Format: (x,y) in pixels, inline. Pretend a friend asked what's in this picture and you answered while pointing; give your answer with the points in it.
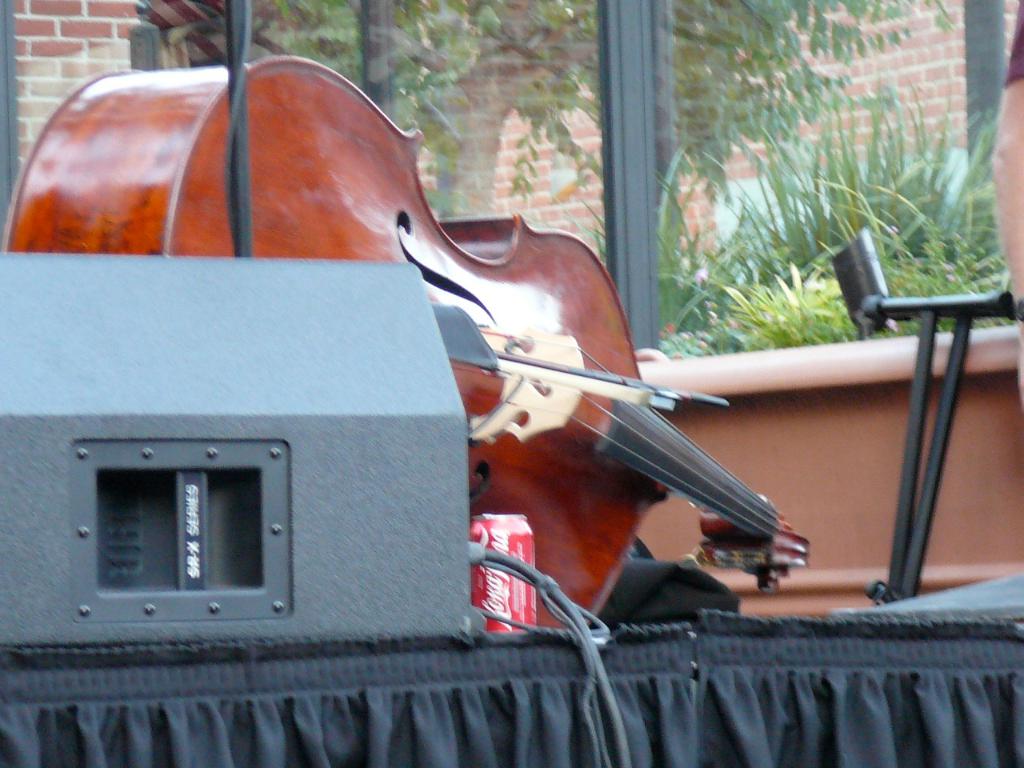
In this image there is a string instrument (570,425). On the table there is an electronic device (436,579), can (494,583). In the right (1009,140) a person's hand (1009,160) is visible. In the background (579,78) there is glass wall (687,174), trees (701,174), plants (672,208) and building (507,139) is there.
